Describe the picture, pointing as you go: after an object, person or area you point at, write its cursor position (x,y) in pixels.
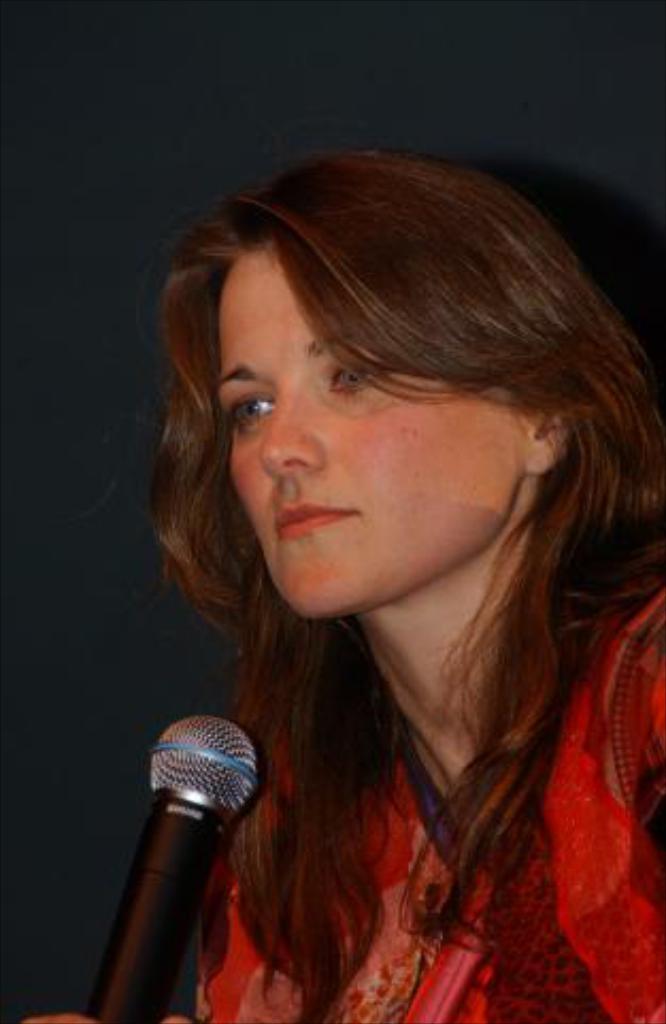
There is a woman (238,274) who is holding a mike (212,768) with her hand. She is in a red color dress (518,924).
